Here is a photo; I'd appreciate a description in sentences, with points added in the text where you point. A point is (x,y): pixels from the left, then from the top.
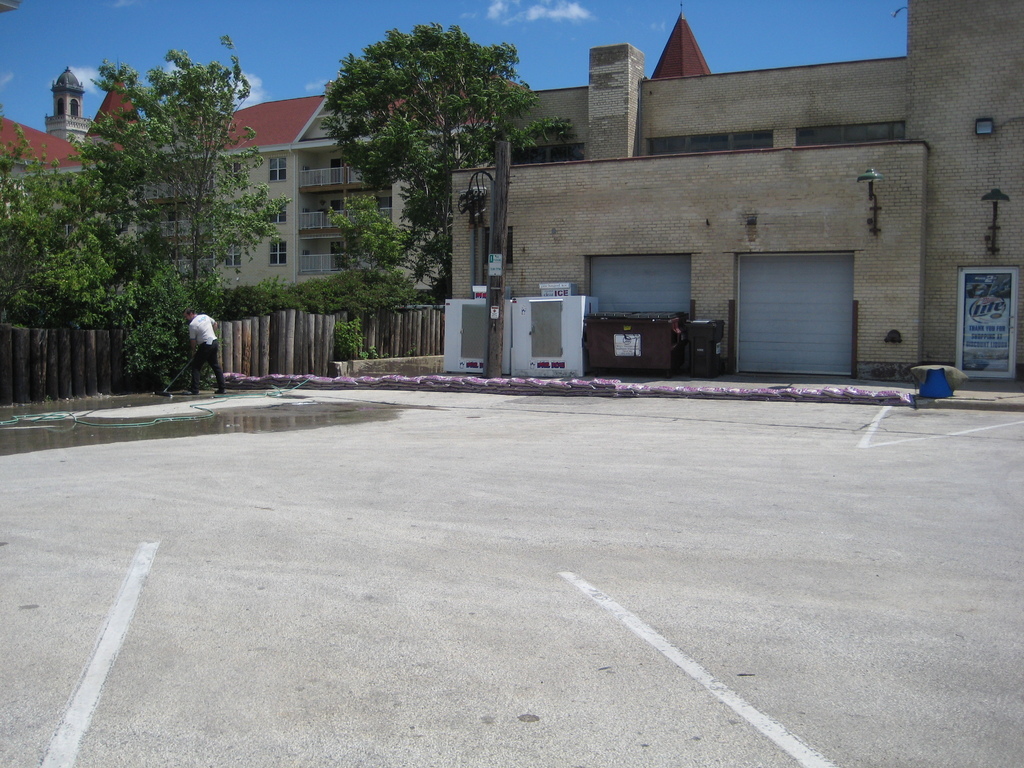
In this image I can see the ground (371,540), few trees (163,323), the wooden railing (86,360), few pipes (147,422) and a person (194,365) standing. I can see few white and brown colored objects (529,316) and few buildings (383,204). In the background (805,14) I can see the sky (369,35).
